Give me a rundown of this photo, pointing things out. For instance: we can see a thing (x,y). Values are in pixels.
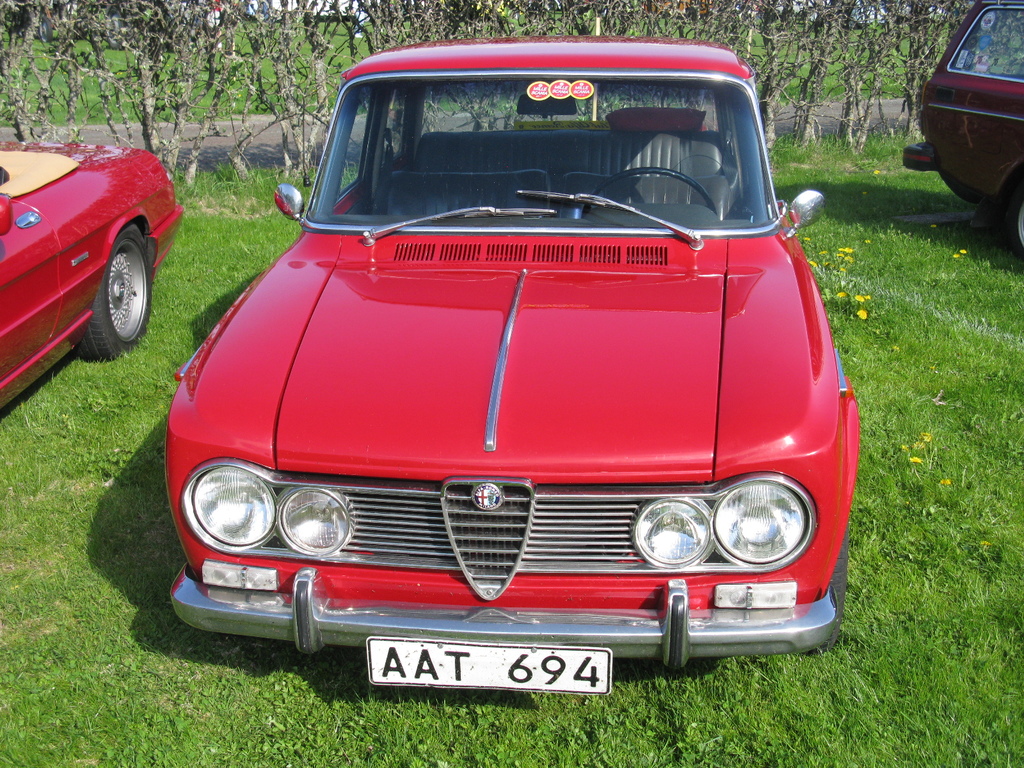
In this image I can see few vehicles (568,253), grass (892,256), yellow colour flowers (858,304), plants (846,18) and here I can see something is written.
